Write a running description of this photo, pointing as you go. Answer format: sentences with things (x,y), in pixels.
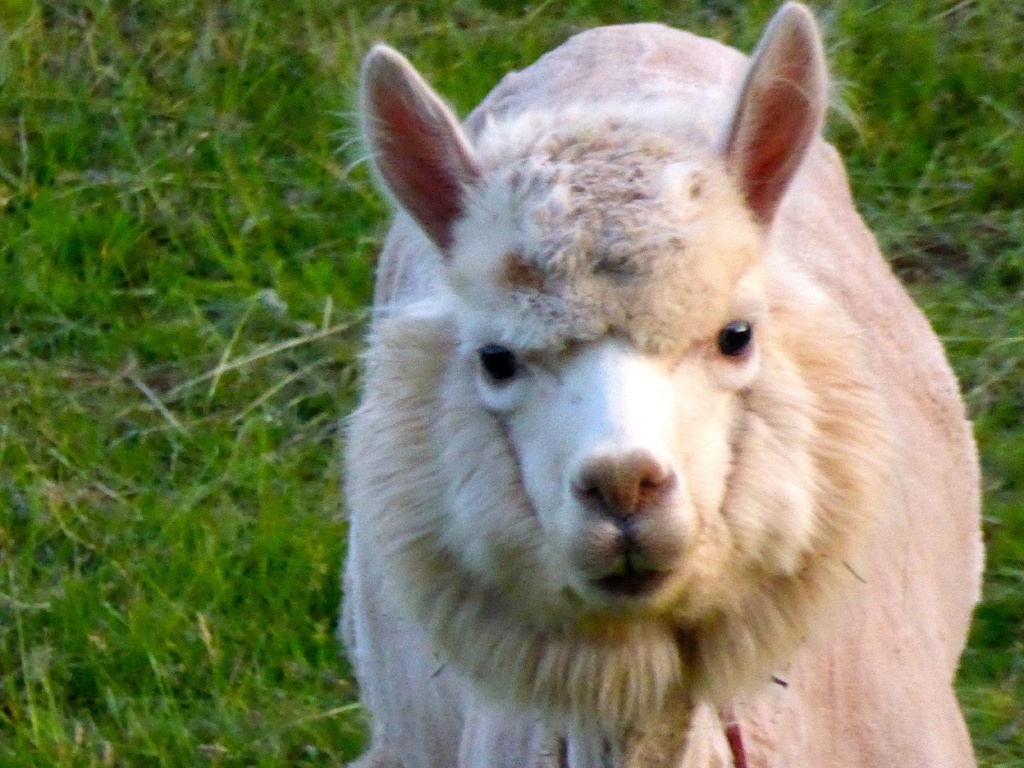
On the right side (799,306), there is an animal (426,357). In the background (177,578), there is grass (913,71) on the ground (292,245).
